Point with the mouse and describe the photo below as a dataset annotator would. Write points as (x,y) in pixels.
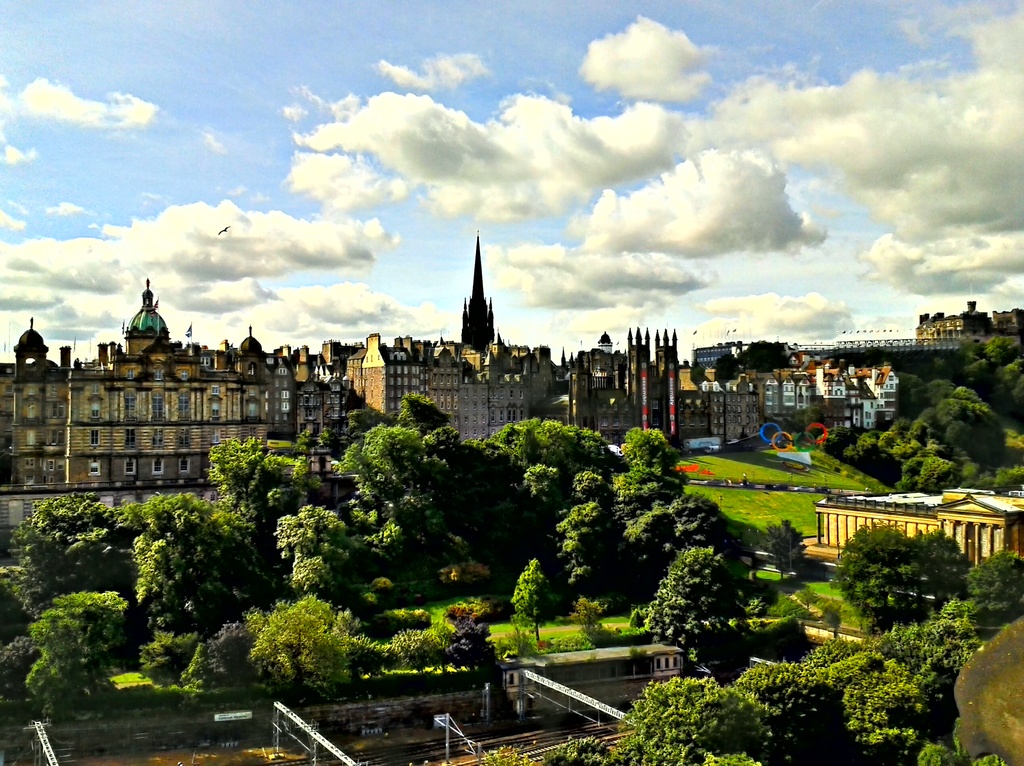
In this picture we can see the buildings (456,399), trees (479,442) and some objects (280,713). At the bottom of the image (378,756), there are trusses (547,682) and railway tracks (421,758). At the top of the image (356,166), there is the sky (599,131).
